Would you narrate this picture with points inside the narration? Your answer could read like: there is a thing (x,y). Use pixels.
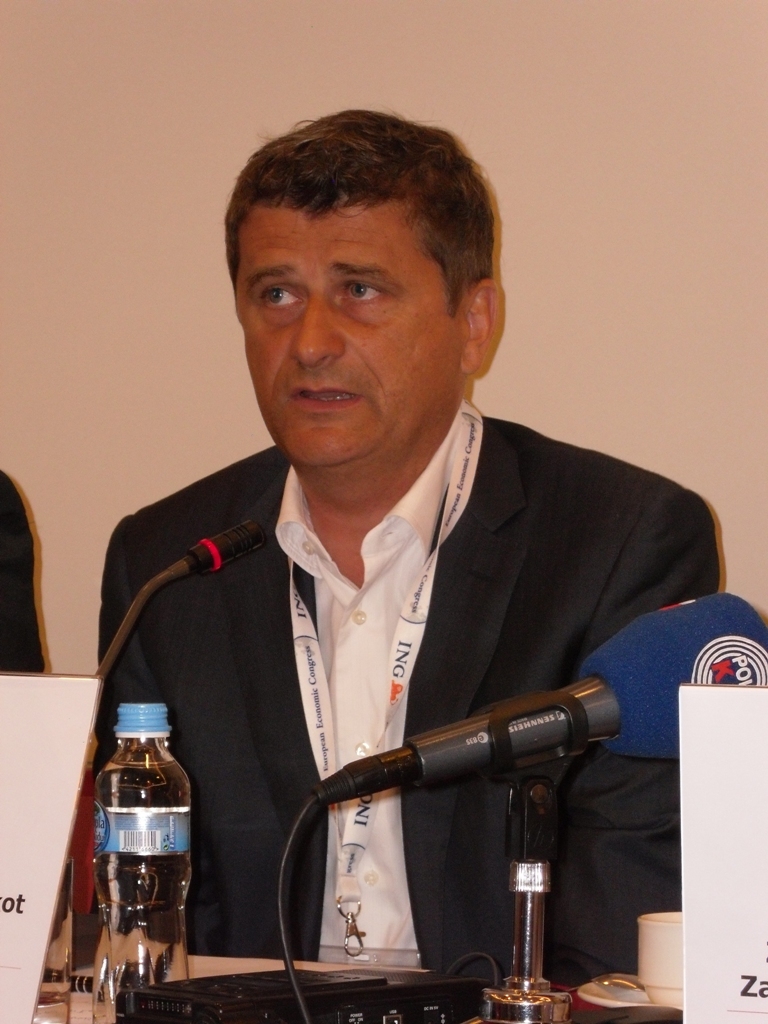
This picture is mainly highlighted with a man (412,699) wearing a blazer (516,667) sitting on a chair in front of a table (274,962) and on the table (246,964) we can see a bottle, mikes (512,1003). On the background (693,104) there is a wall (568,81).
